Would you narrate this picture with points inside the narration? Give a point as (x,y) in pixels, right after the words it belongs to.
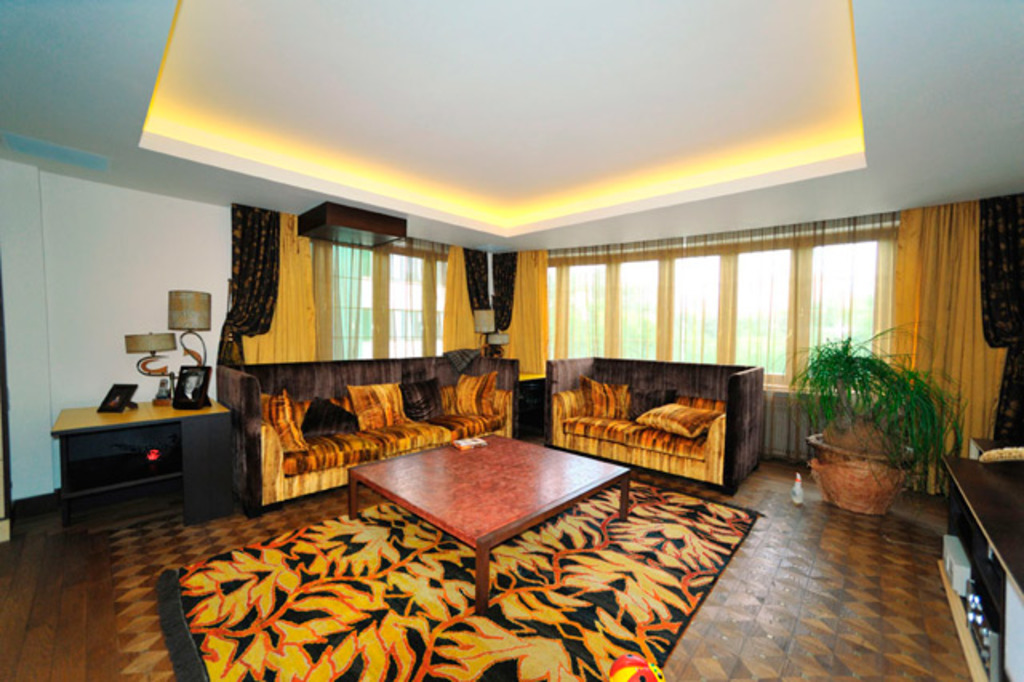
This is a room (407,481) in this room (404,475) there are two couches (649,368) and at the right side of the image (880,432) there is a plant (873,471) and at the left side of the image (189,437) there is a photo (195,383) which is placed on the table (146,407).
